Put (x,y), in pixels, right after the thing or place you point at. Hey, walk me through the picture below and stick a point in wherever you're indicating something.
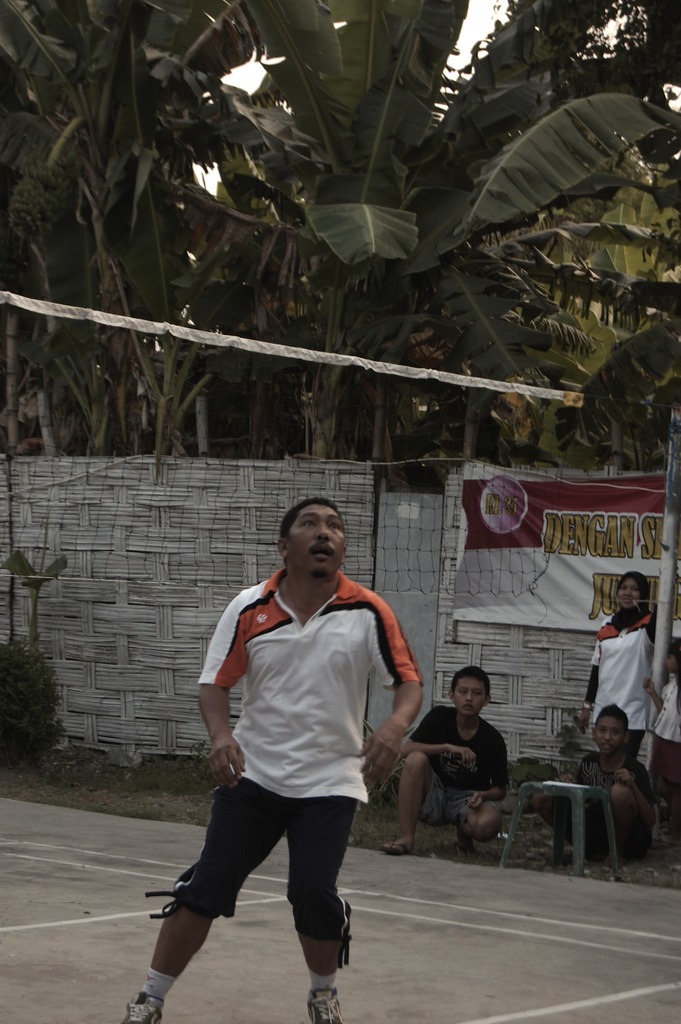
Here we can see a man (325,716) standing on the ground (75,996). In the background (360,393) there is a net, a boy (452,699) is in squat position, another boy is sitting on the ground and a woman (613,687) and a girl (670,707) are standing at the pole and we can also see plants (27,674), banner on the fence (179,572), banana trees (270,192) and sky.
